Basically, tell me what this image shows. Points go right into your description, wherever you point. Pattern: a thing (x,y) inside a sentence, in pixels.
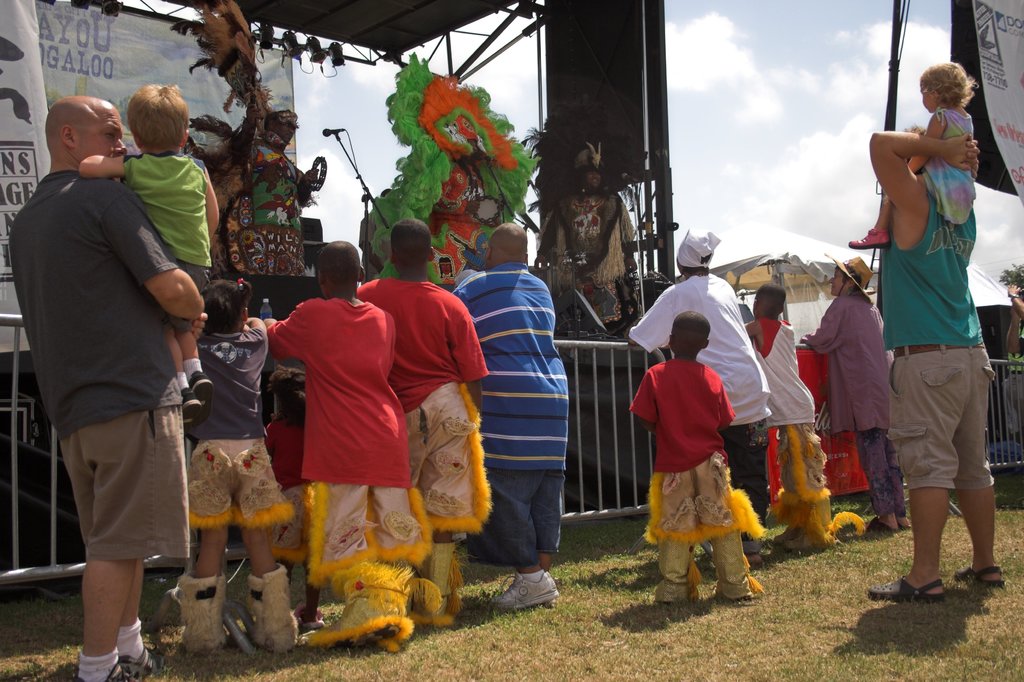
There are few people (486,475) standing. These are the barricades (581,455). I can see three people (488,194) standing on the stage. They wore fancy dresses (593,218). This is a mike (333,135) attached to the mike stand (345,154). At the top of the image (338,47), I can see the show lights (260,34). This looks like a banner (125,38). This is the grass (815,635). I can see the sky (804,167). This is a kind of a patio umbrella (771,253).
